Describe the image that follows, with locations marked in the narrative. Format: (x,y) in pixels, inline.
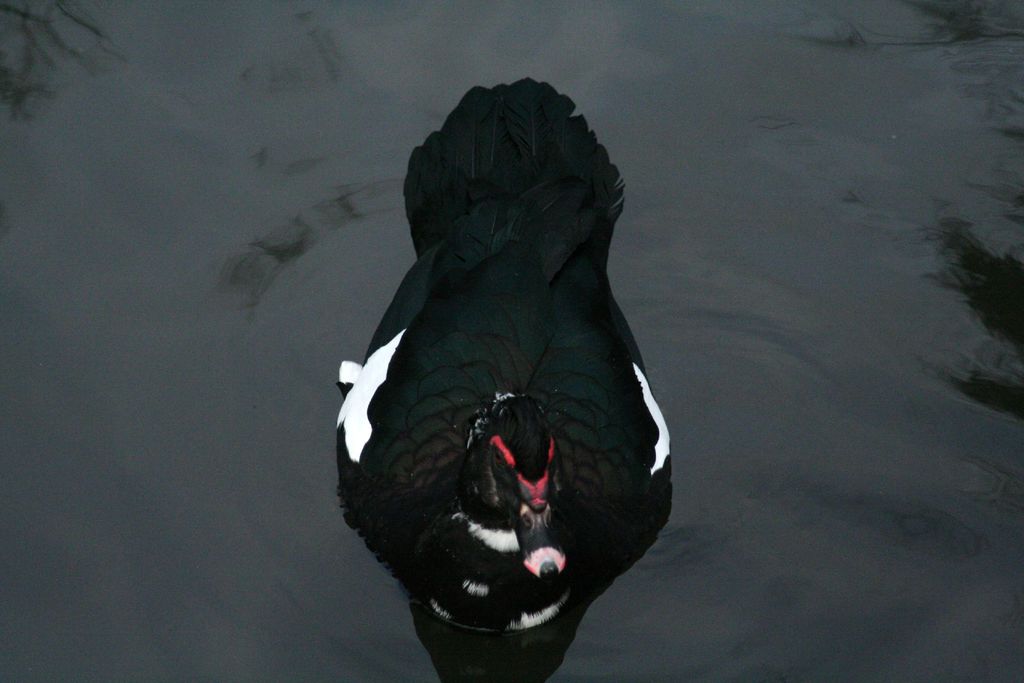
This picture is clicked outside. In the center (538,261) there is a black color bird (594,493) seems to be in the water body (960,643).
